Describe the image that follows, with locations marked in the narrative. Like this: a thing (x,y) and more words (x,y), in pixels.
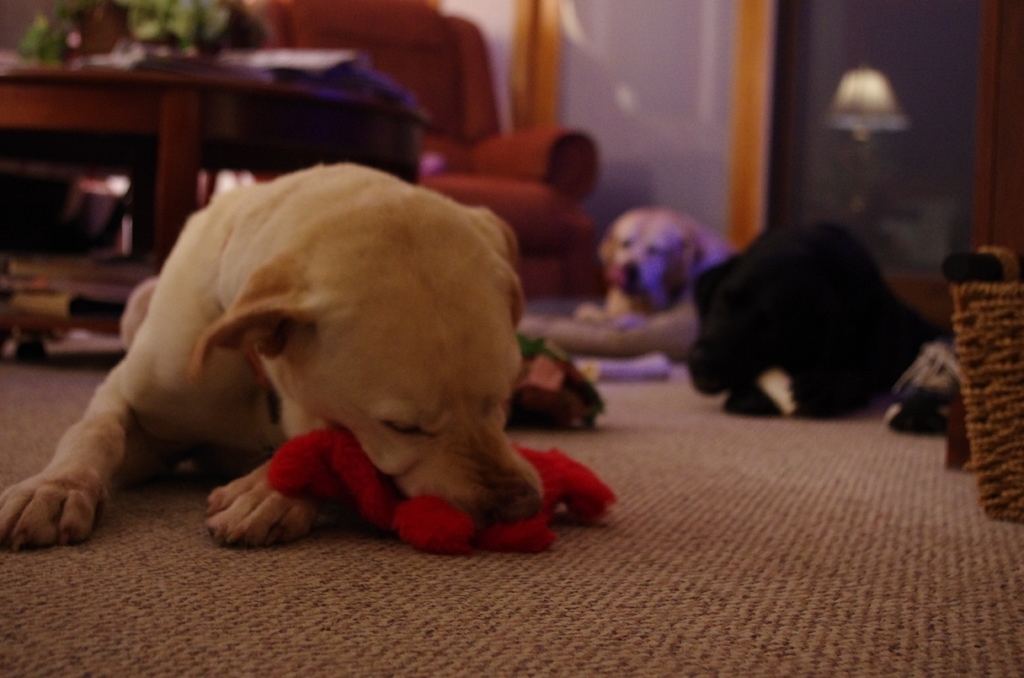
In the image there are dogs (611,300) laying on the floor (709,502), on the back (363,123) there is a sofa (437,39) and table (99,123) and a lamp (858,94) on the right side (877,74).
